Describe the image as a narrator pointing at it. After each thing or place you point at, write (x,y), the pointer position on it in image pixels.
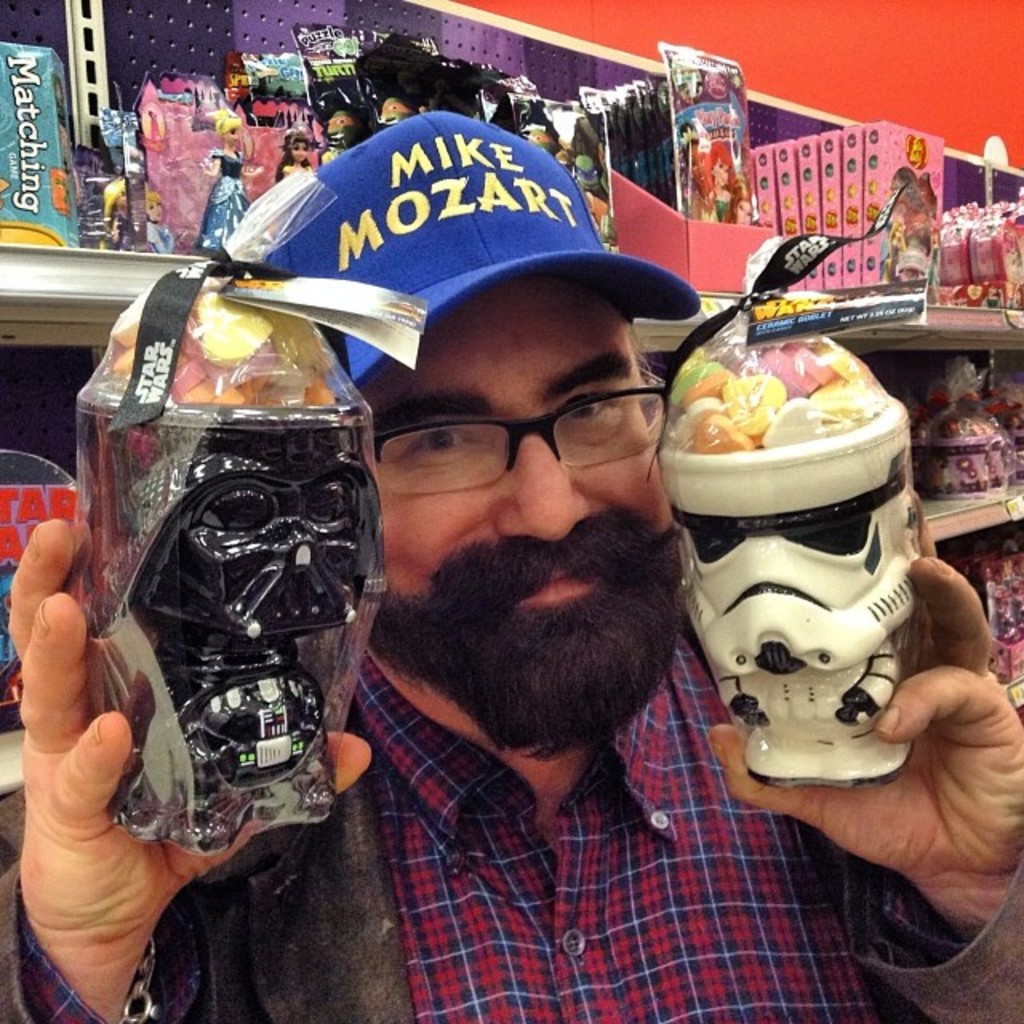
In this image there is a man (555,858) he is holding two boxes (709,604), in that boxes (785,519) there are jellies (740,442) in the background (204,19) there is a shelf (296,0) in that shelf (947,204) there are some objects (982,232).
